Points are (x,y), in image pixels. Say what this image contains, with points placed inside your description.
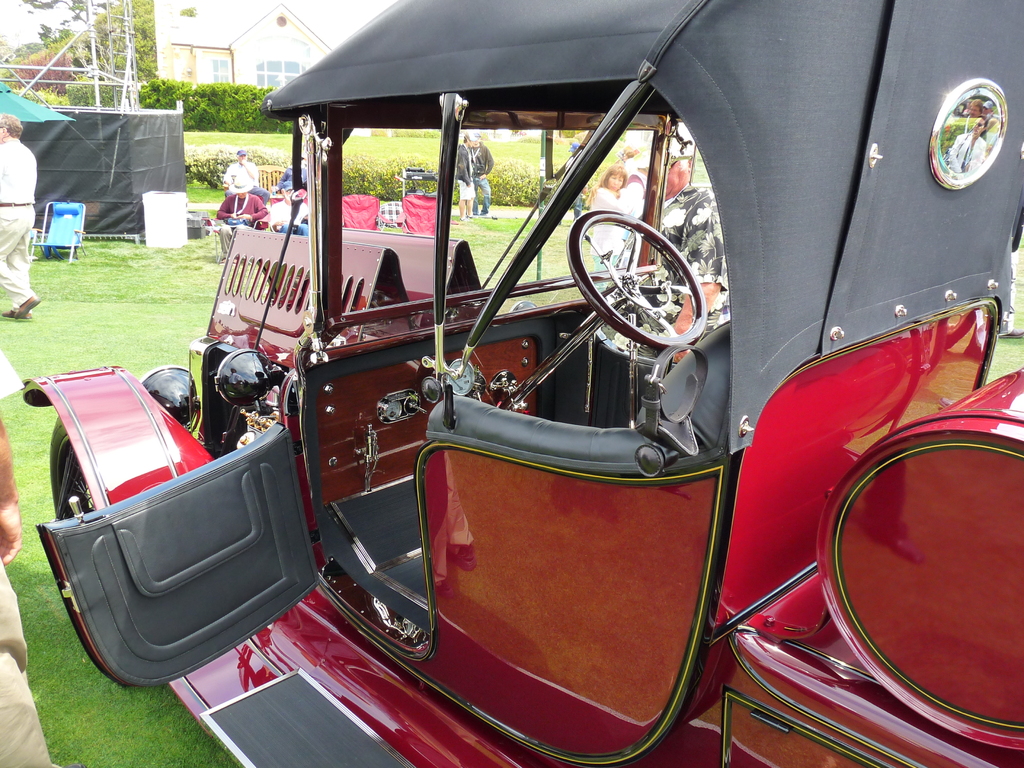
In this picture I can see a vehicle (610,492) on the grass (171,695), side there are few people (8,240) and some chairs (68,211), background (195,93) I can see some trees (230,84), building (242,76).
